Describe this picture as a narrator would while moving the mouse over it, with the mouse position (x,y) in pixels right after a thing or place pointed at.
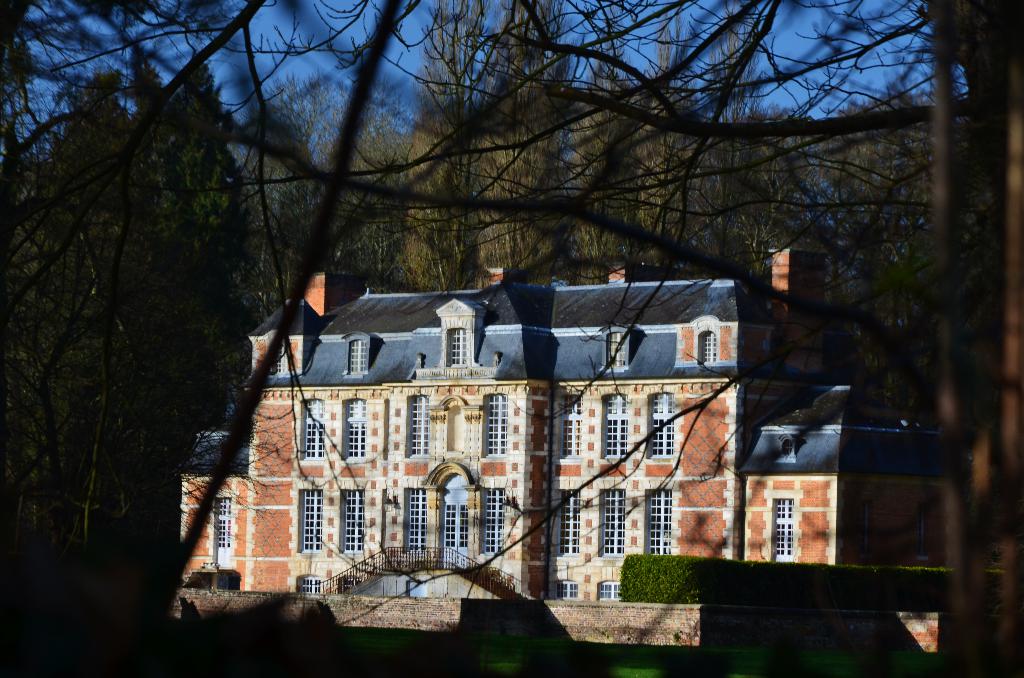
In the center of the image (602,368), we can see a building (514,468), stairs (447,570) and a hedge (691,571) and in the background (433,136), there are trees (666,195).
